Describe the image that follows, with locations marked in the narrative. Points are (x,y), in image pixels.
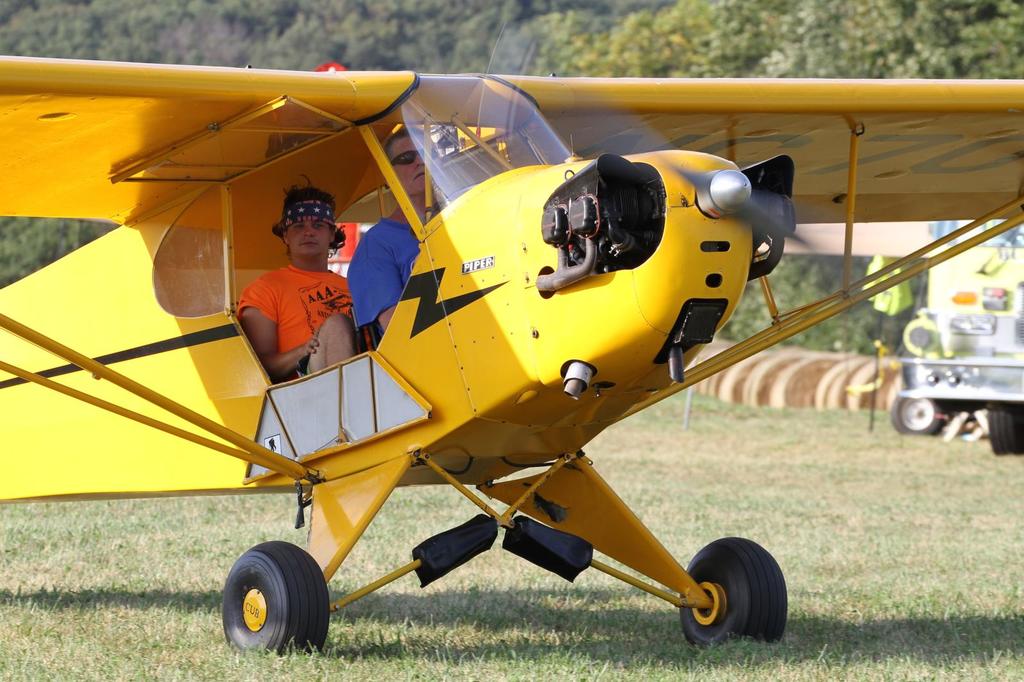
In this image I can see an open grass ground (705,516) and on it I can see yellow colour aircraft (376,173). Here I can see two men (362,235) are sitting. In the background (193,22) I can see number of trees (444,8).
